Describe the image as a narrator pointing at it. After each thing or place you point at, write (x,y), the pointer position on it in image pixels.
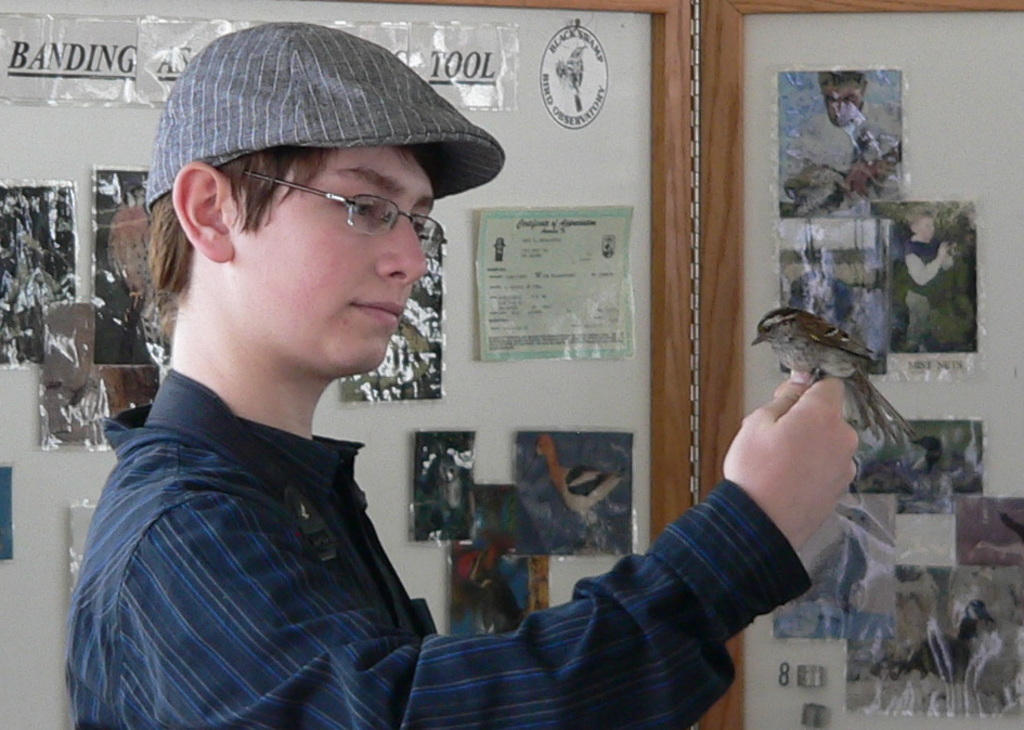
In this picture there is a man (380,347) who is wearing cap (370,111), spectacle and shirt (277,598). He is holding a bird (825,321). In the back (869,489) I can see many posts (949,284) on the board (947,408). On the right (877,102) I can see many photos (881,241) which are attached on the board (989,482).
